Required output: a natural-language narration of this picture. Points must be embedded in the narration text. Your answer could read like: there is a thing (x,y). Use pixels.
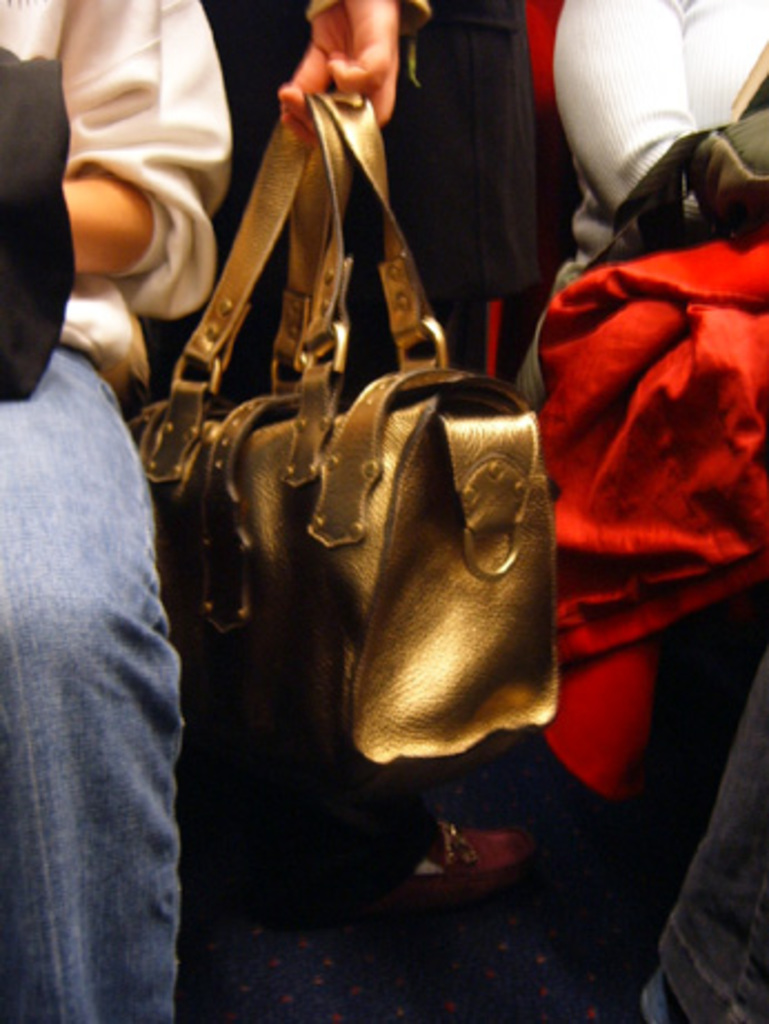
In this image in the middle (363,524) there is a woman (369,93) she is holding a bag (358,579). On the left (32,492) there is a person (75,395). On the right (623,237) there is a person (663,35) and red jacket (660,455), bag (713,199).
